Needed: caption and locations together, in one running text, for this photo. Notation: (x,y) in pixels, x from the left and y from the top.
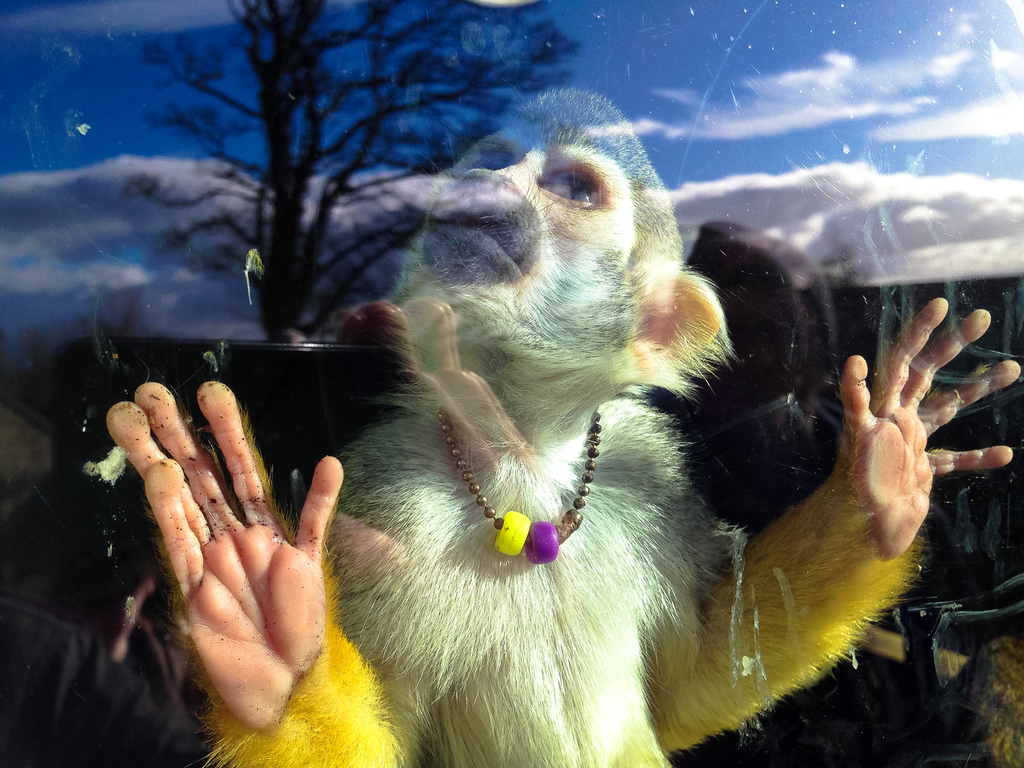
In the middle of the image (553,348) there is a glass (318,223). Through the glass (346,249) we can see there is an animal (382,456) and there is a necklace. We can see the shadow (229,194) of the sky (664,153) with clouds (962,194) and a tree (221,175) on the glass (355,179).
